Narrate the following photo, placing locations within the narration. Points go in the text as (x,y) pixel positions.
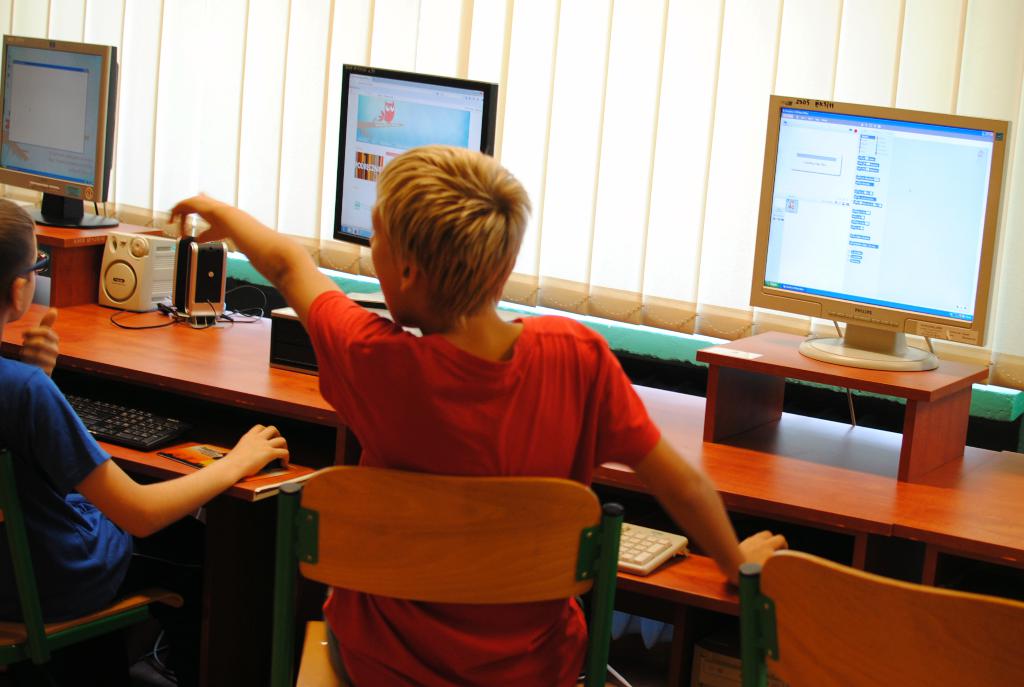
In this image I can see two people (548,397) are sitting on the chairs (416,518). Among them one person (391,414) is wearing red t-shirt (361,430) and another one is with blue. They are sitting in front of the table (830,512). On the table (806,458) there are systems (826,289) and speakers (223,281). In the background (593,146) there is a window blind (614,146).
